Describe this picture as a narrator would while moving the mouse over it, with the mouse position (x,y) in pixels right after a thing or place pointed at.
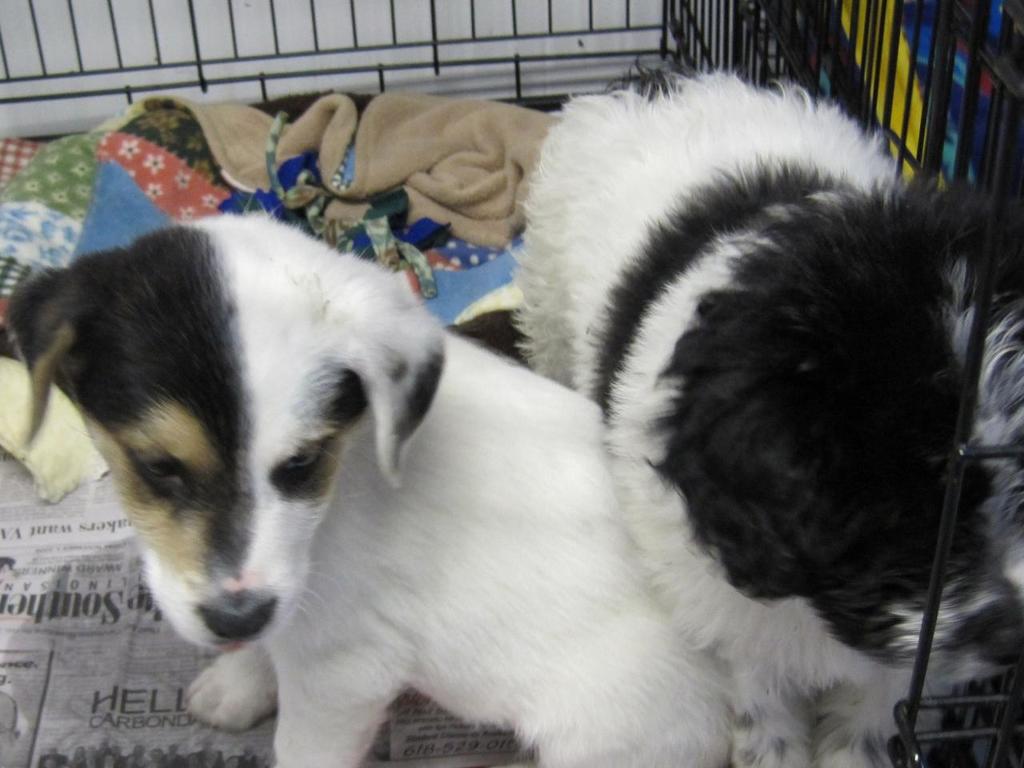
In this image I can see a dog (541,550) which is white, black and cream in color is in the black colored metal cage (332,49). I can see few clothes (154,186) and few papers (134,585) in the cage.
